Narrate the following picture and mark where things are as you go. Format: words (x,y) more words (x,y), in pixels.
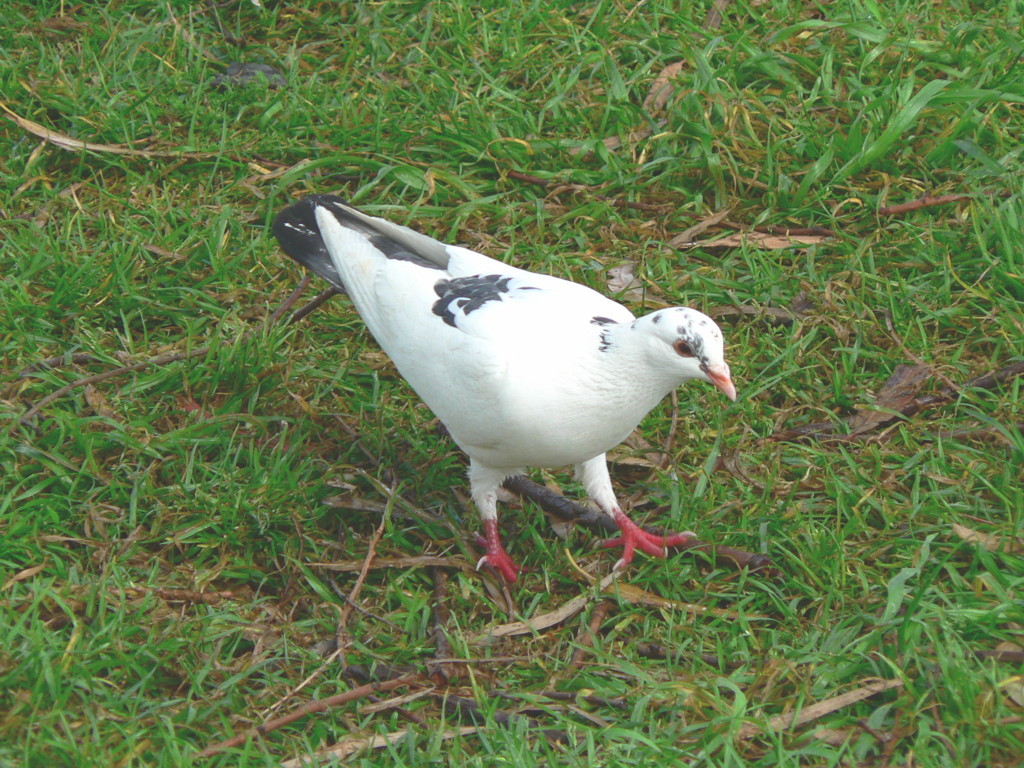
In this image we can see a bird (512,337) on the grass (989,558).
